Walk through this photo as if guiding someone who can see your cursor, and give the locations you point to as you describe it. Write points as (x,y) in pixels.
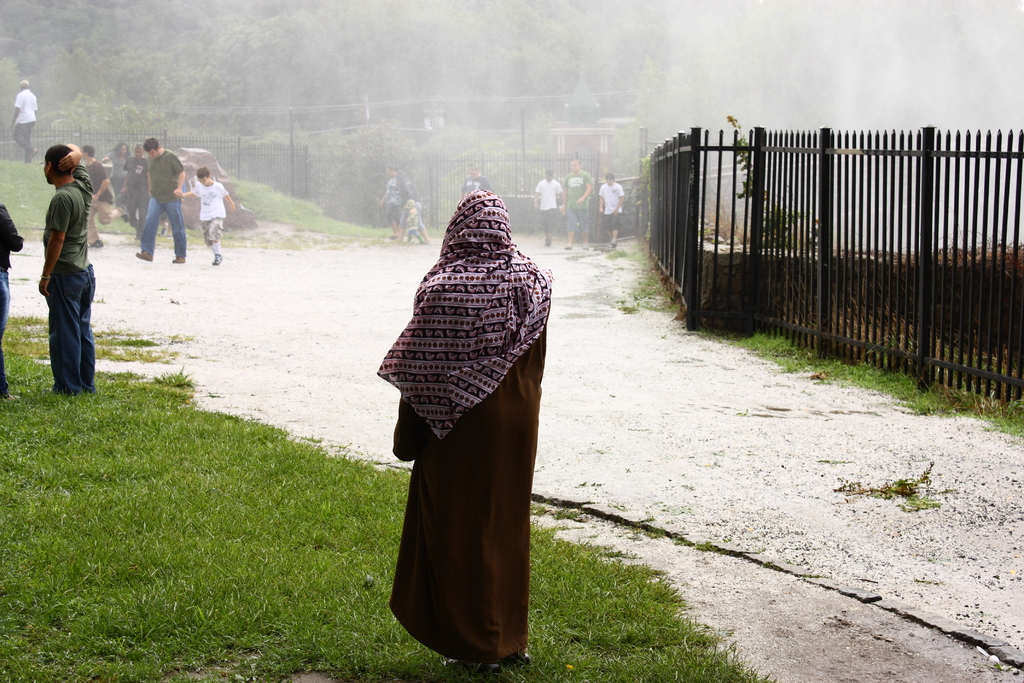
In this image few persons (8,222) are standing on the grass land (117,541). Few persons (172,228) are walking on the road (278,254). A person (31,115) wearing a white shirt (30,114) is walking on the grassland (14,178). There is a rock (203,162), behind there is a fence (227,160). Behind the fence (908,359) there are few trees (348,53).
